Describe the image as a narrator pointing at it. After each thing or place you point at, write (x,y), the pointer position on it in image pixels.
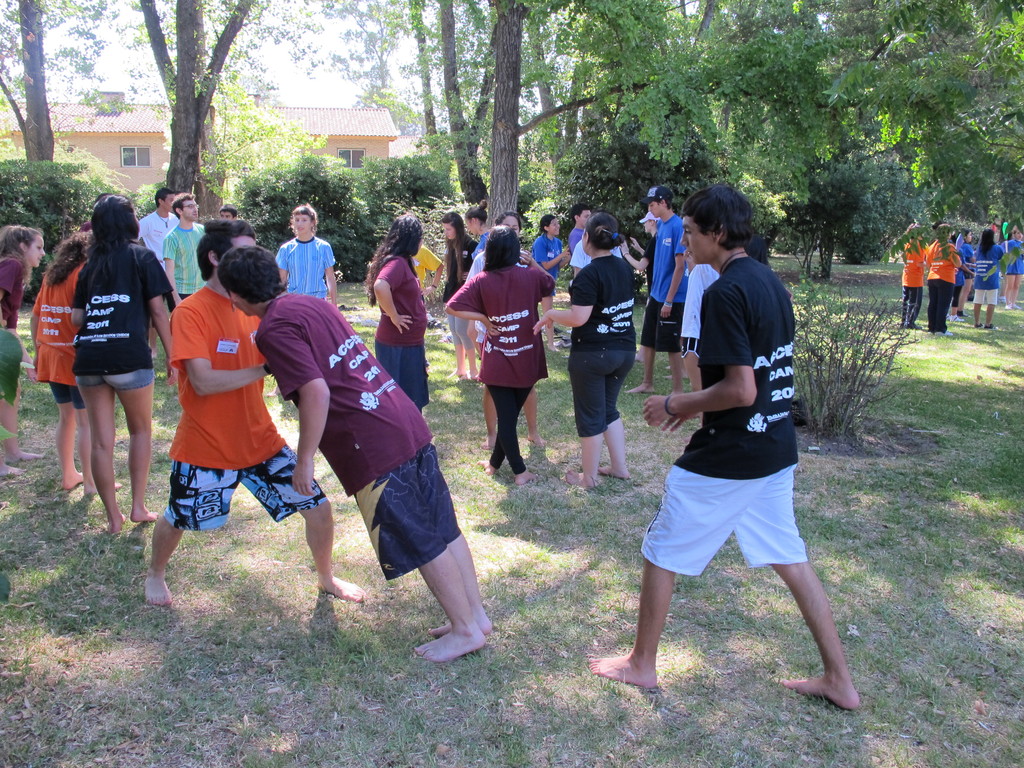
In the foreground of this image (706,351), there are many people (424,258) walking and standing on the grass (584,755). We can also see a plant (849,325) and also, trees (898,100) and a house (128,120) in the background (56,120). At the top (325,41), there is the sky (318,39).
